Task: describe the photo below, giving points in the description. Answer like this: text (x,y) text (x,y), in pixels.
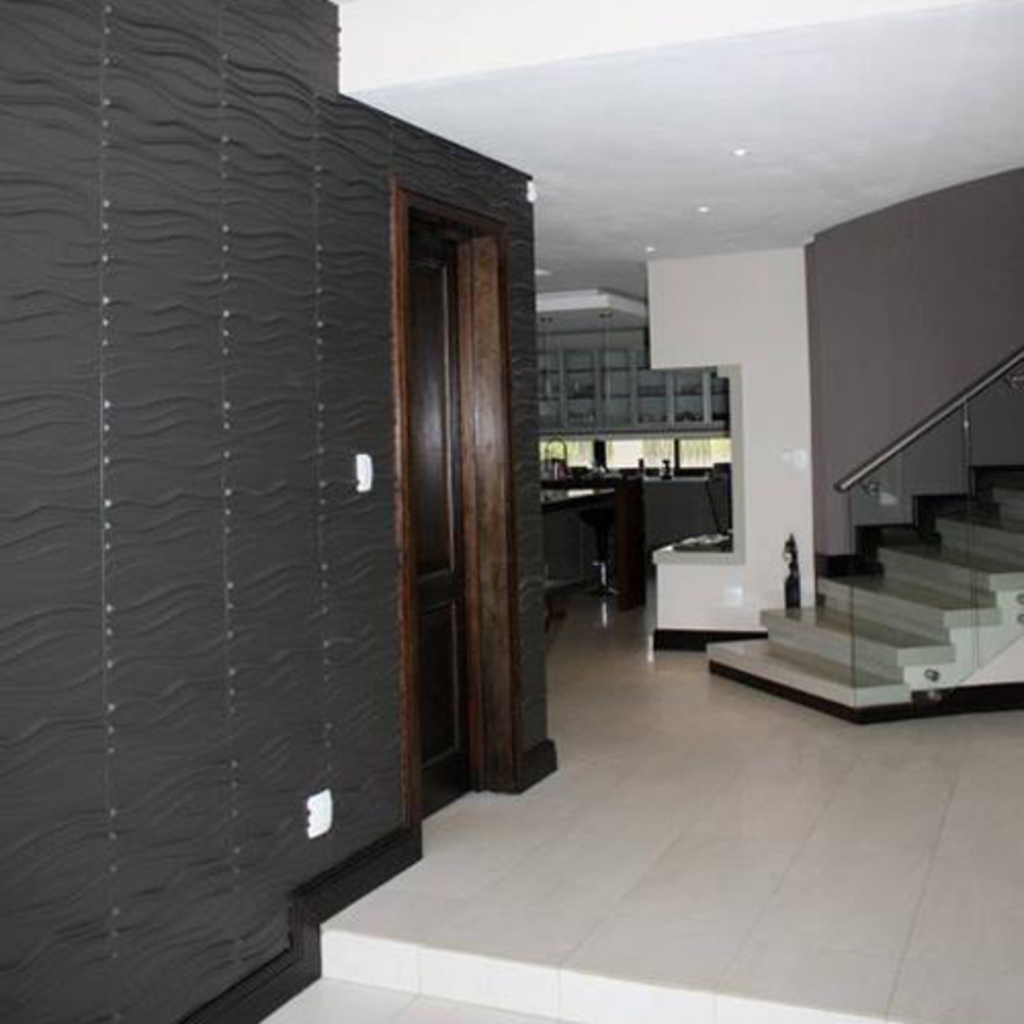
In this image we can see there is an inside view of the building (758,761). And there are stairs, door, table (553,503), windows (720,462), box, and wall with a design (179,899). And there is a cupboard (658,400), in that there are few objects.
